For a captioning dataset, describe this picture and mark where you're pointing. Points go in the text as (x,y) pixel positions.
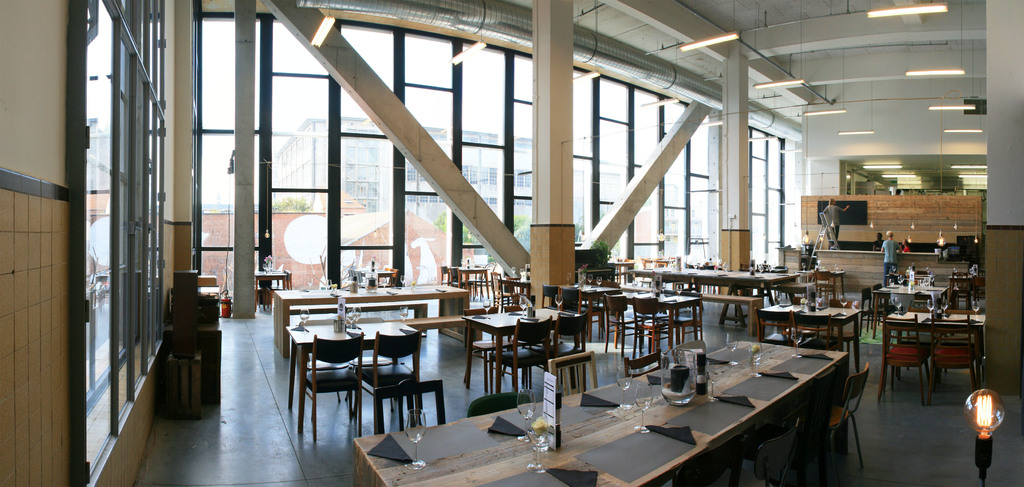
This is the picture of a room (850,118). In this image there are tables (641,485) and chairs (696,326) and there are glasses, boards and table mats (731,421) on the tables (577,461). At the back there is a person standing at the desk (852,260) and there is a person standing on the ladder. At the back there are buildings (375,202) and trees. At the top (429,91) there is sky (429,91) and there are lights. At the bottom (231,350) there is a floor (858,420).
